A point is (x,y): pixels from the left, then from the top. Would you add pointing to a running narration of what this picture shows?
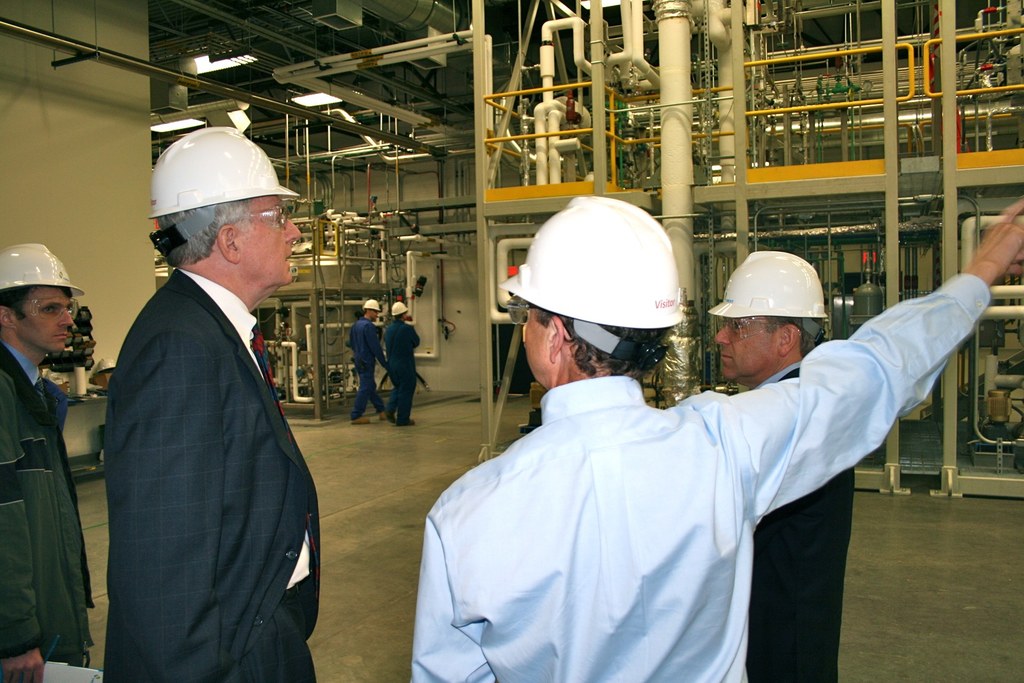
There are persons (815,462) in different color dresses (833,362), wearing white color helmets (785,285) and standing. In the background (776,74), there are pipes (783,91), lights (237,59) attached to the roof (454,123), there are persons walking on the floor (398,457) and there is wall (119,115).
